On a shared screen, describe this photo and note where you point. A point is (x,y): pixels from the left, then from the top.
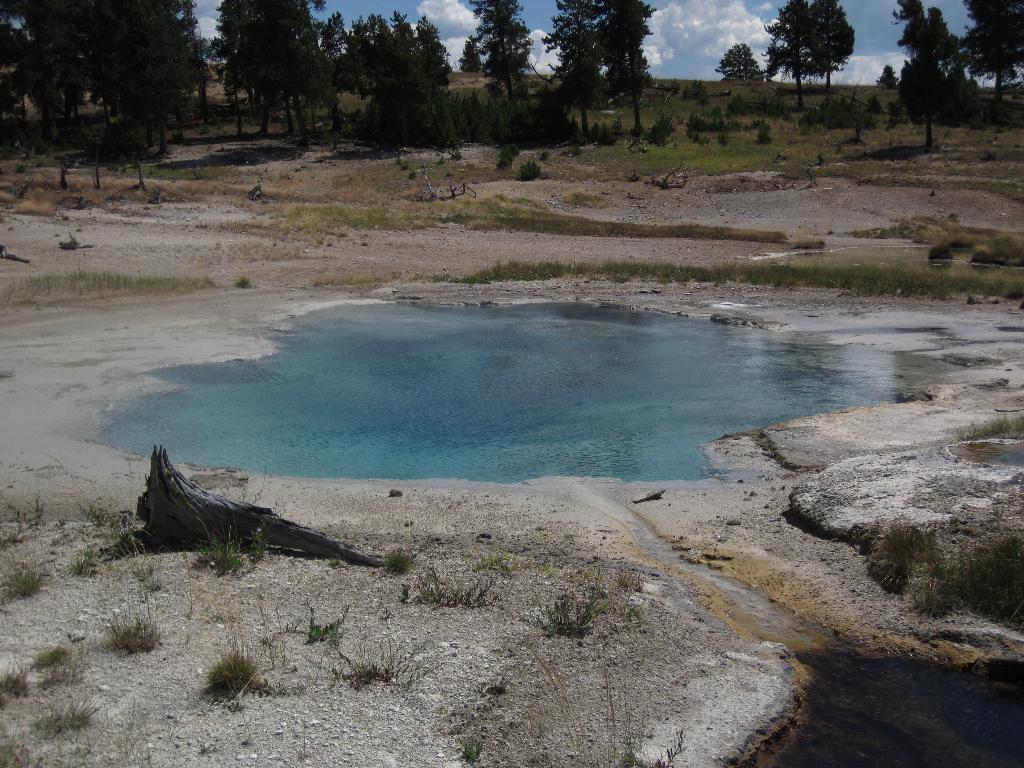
In this image we can see a pool of water (439,378), behind the water (426,337), there are trees (484,105) as well.
